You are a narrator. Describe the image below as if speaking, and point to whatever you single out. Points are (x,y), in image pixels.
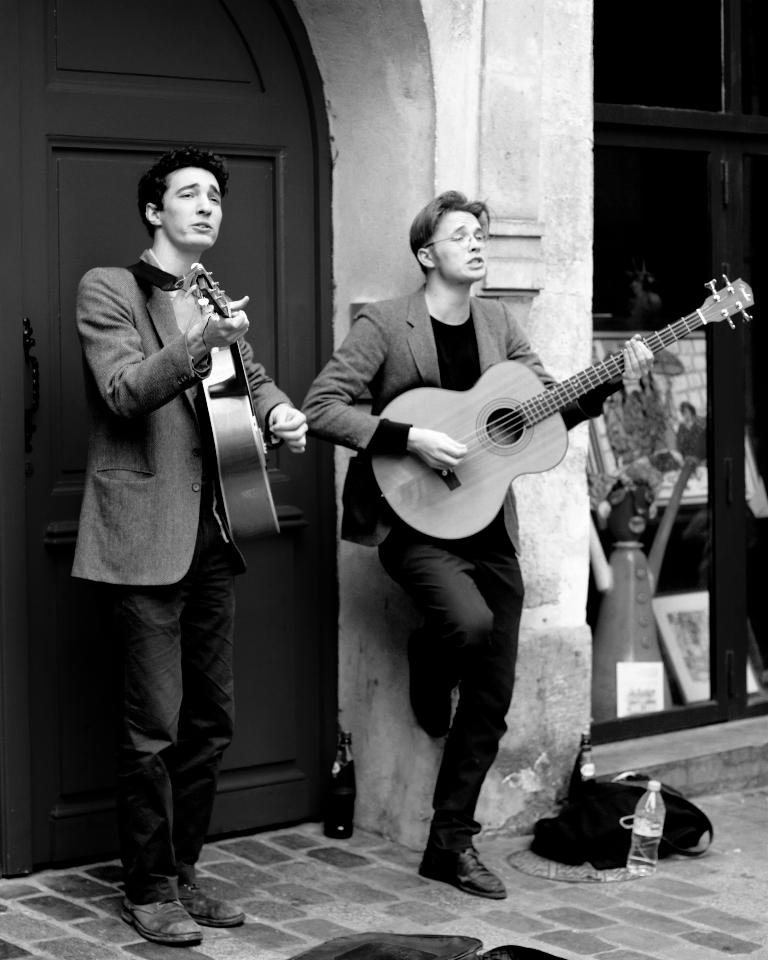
In this image there are two people (452,304) standing and playing guitar (498,446) and there are singing. At the back (73,457) there is a door (110,623), at the bottom (332,821) there are bottles (332,821) and bag (609,785). At the right (686,683) there are frames (691,631).
